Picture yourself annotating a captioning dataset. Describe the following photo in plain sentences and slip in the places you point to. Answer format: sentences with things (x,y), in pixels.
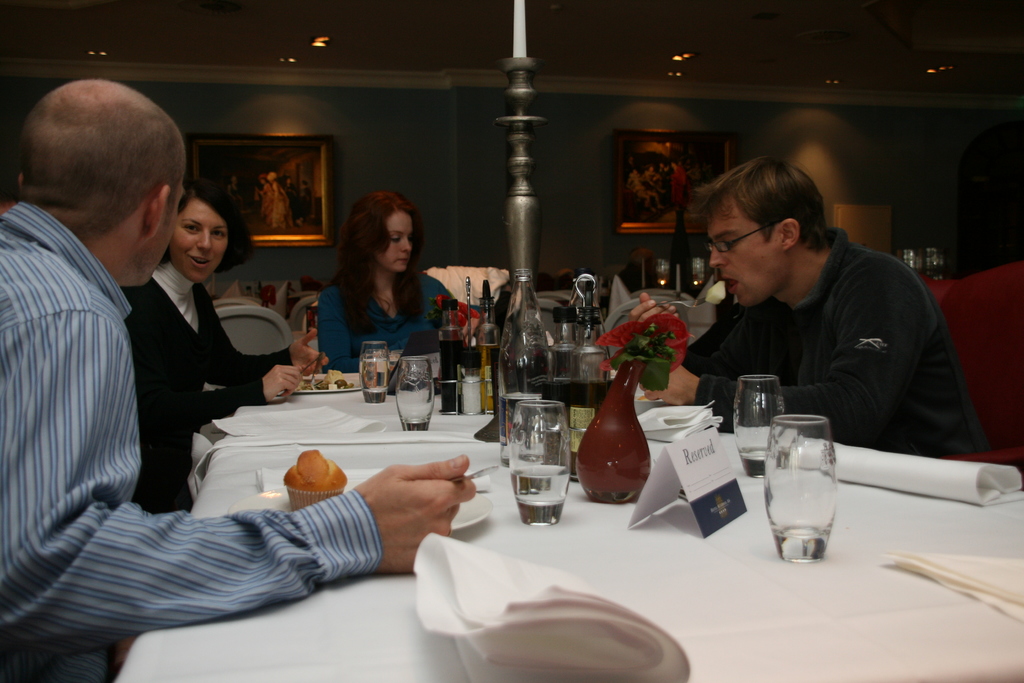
In this picture we can see two woman (200,274) and two men (62,325) sitting on chairs (259,350) and in front of them on table (363,468) we have cupcakes (291,474), cloth (519,566), glass (531,449), vase (611,421) with flowers (635,357) in it, bottles (577,366), plate (323,390) with food item (335,382), pole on table (742,539) and in background (368,129) we can see wall (403,146) with frames (287,146).
